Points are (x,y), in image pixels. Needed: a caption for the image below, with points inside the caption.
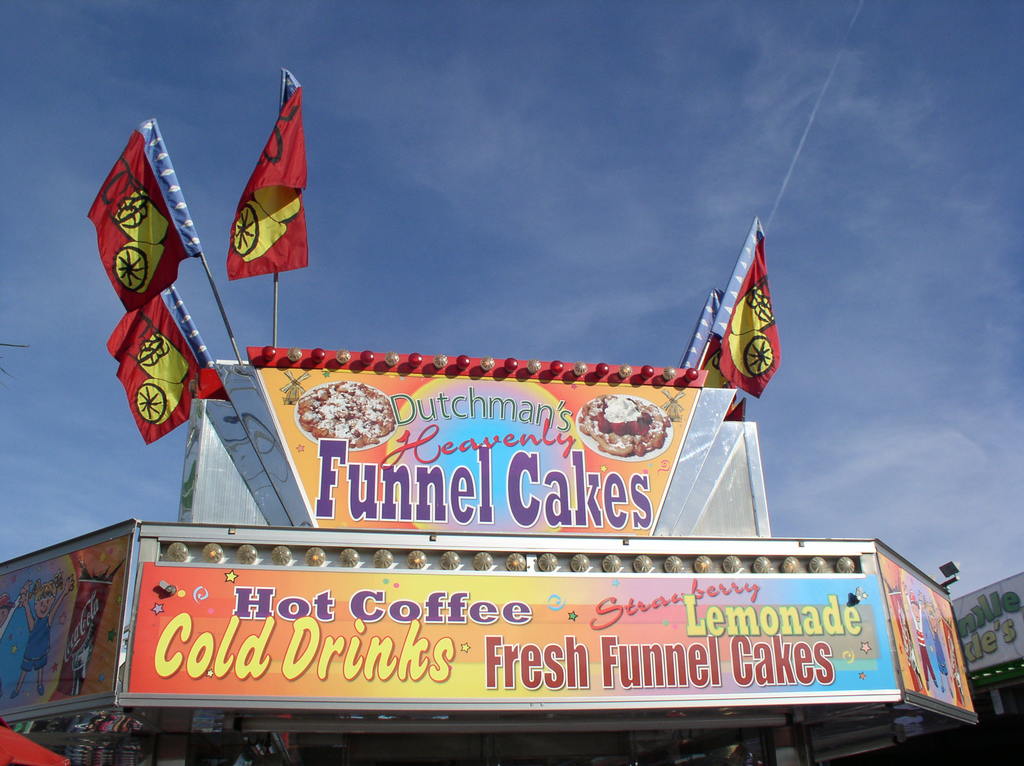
In this image I can see two boards (539,521) in multi color and I can also see five flags (186,351) in red and yellow color. Background (960,208) the sky (706,270) is in blue and white color.
